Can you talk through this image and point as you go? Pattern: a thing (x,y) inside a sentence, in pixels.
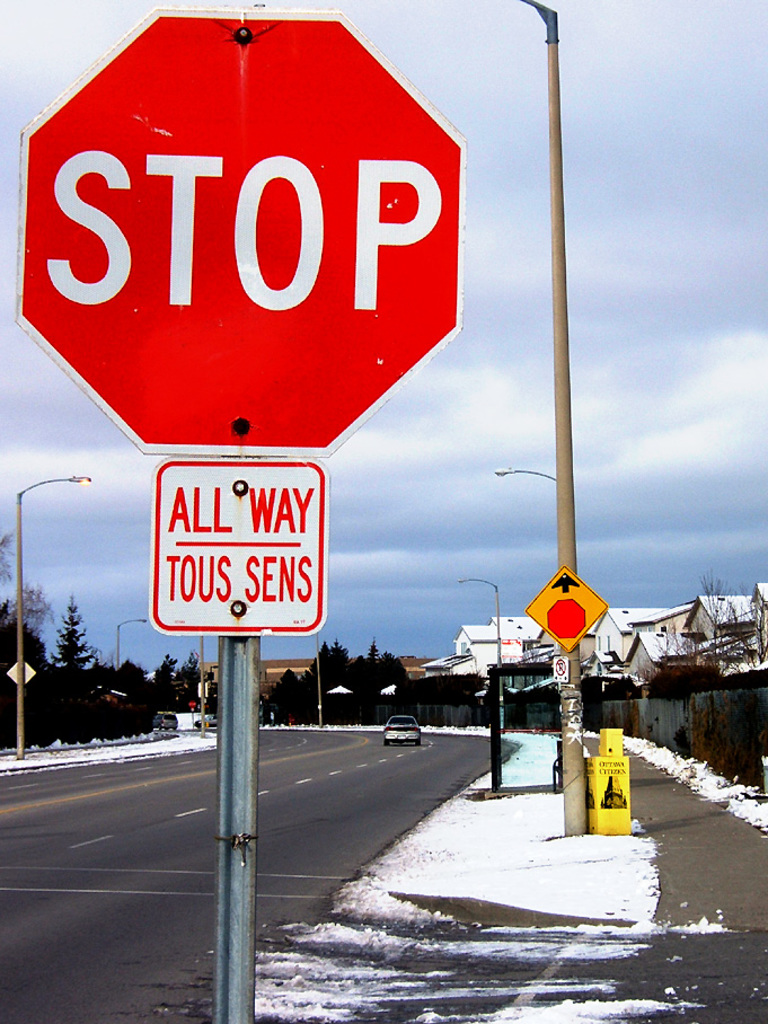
This image is clicked on the road (123,910). In the front (138,254), there is a stop board (199,305). To the left (123,910), there is a road (89,902). In the background (537,626), there are houses (652,666) along with the trees (0,638). At the bottom (443,885), there is a snow (451,868).
